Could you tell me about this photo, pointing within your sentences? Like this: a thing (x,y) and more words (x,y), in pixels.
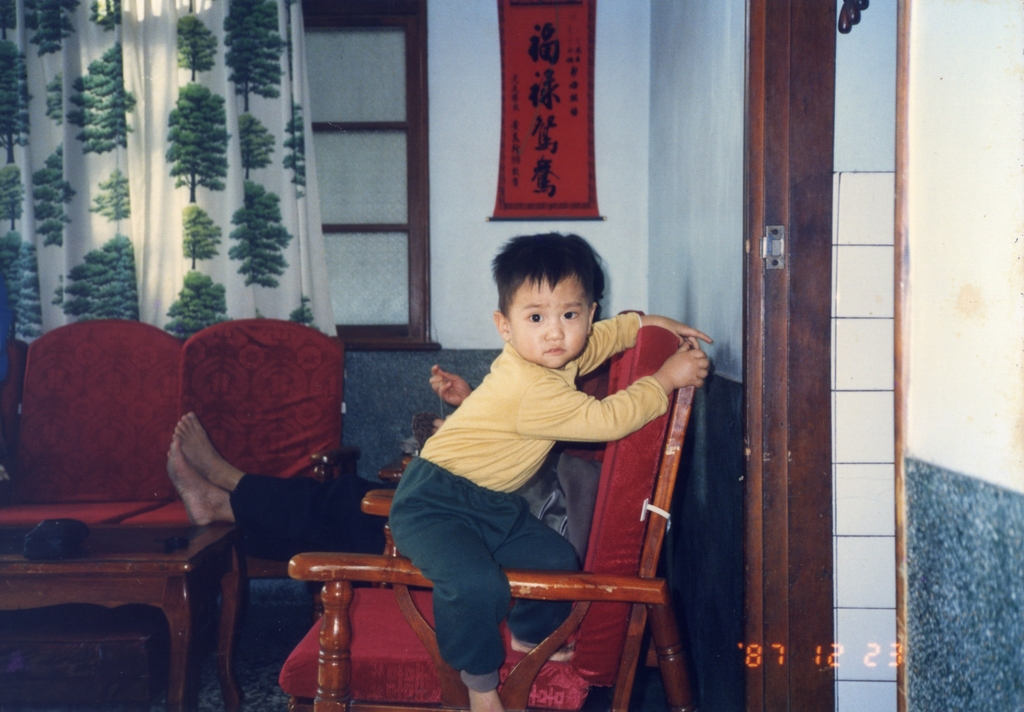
In this picture a boy (569,253) is sitting on the sofa (380,601) and a person (254,482) is sitting behind him, in the background (365,54) there is a window (328,147) and a curtain (269,144) and also a scroll (569,128) on the wall (454,129).
